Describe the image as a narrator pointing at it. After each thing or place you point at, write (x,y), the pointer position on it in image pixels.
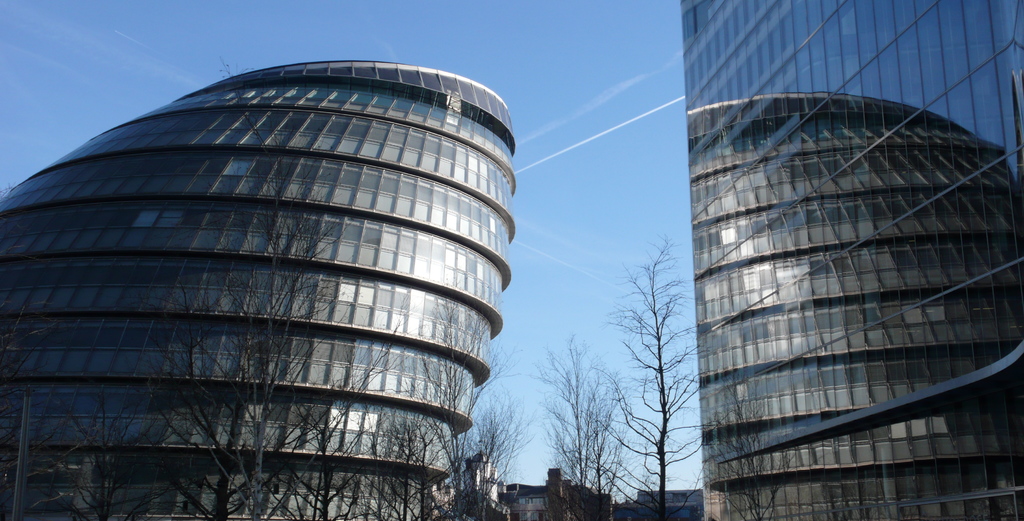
In the foreground of this image (341,494), there are trees (473,499) without leaves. On the right (924,248), there is a glass building (904,260). On the left (338,166), there is another building (365,163) behind the trees (263,376). In the background (511,473), there are few buildings (485,469) and the sky (582,120).
